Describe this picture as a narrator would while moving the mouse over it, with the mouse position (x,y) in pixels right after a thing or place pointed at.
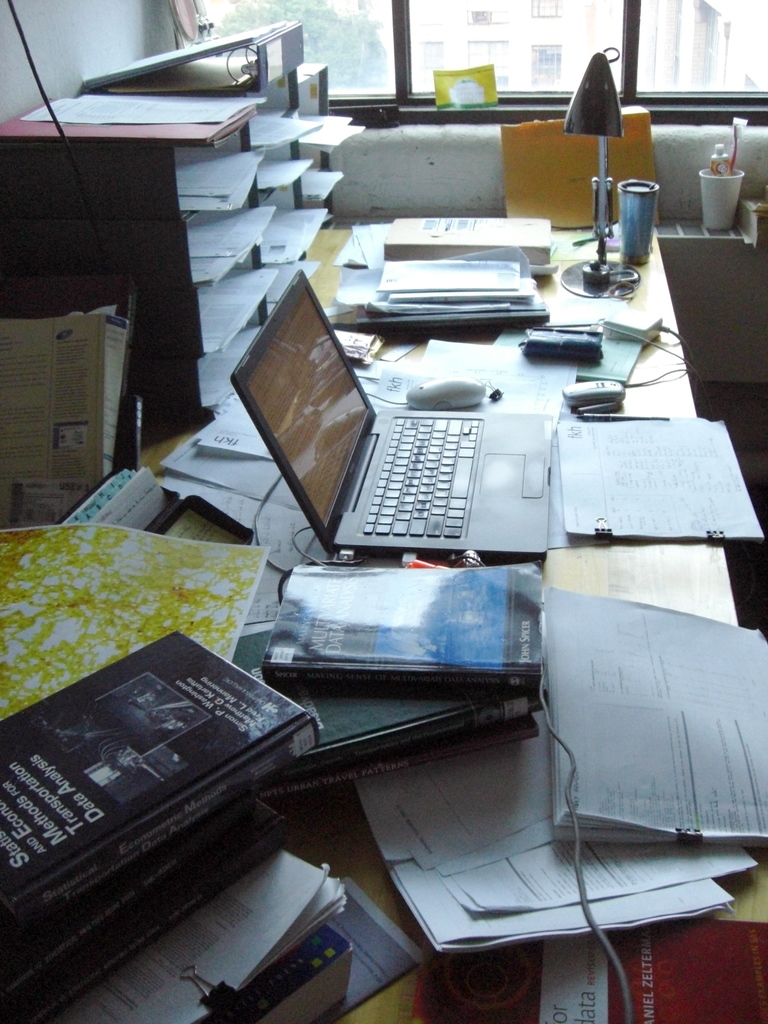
In the picture there is a laptop (452,484) on the table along with many papers (220,227) and books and lamp (604,182) on it and on the wall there is window (583,65).
